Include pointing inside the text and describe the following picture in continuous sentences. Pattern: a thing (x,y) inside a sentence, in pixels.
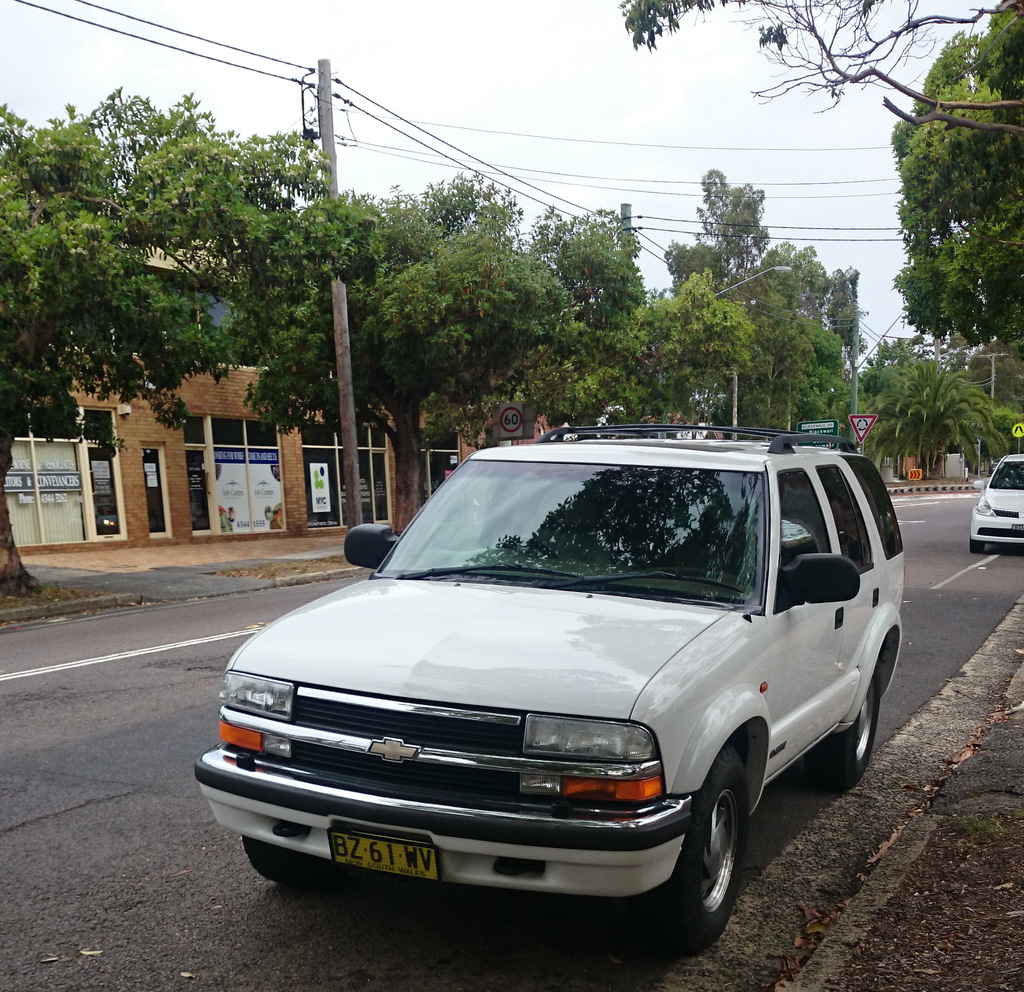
In this image we can see two cars (815,570) on the road (206,687), there are few trees (556,290), sign boards (862,424), a pole (351,454) with wires (707,181), building (224,487) with posters (267,490) to the glass (309,491) and the sky (629,79) in the background (726,103).
